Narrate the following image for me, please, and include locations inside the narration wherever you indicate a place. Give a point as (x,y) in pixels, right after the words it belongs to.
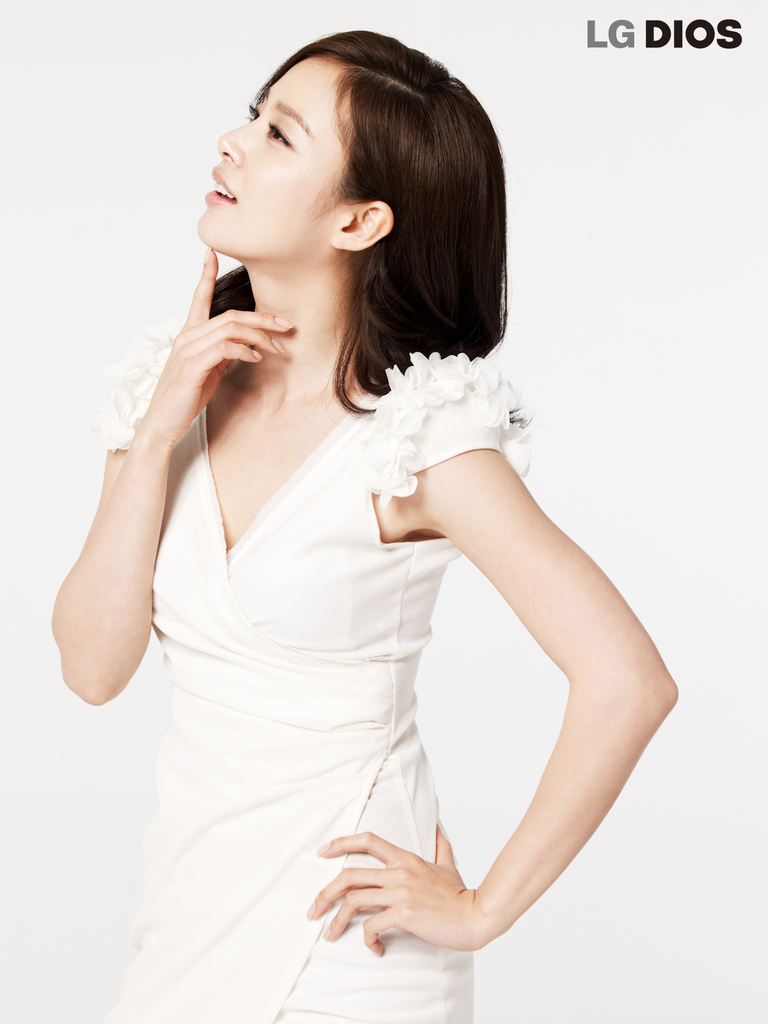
In the image there is a woman (236,315) standing in white dress (307,673) and the background (57,868) is white.
